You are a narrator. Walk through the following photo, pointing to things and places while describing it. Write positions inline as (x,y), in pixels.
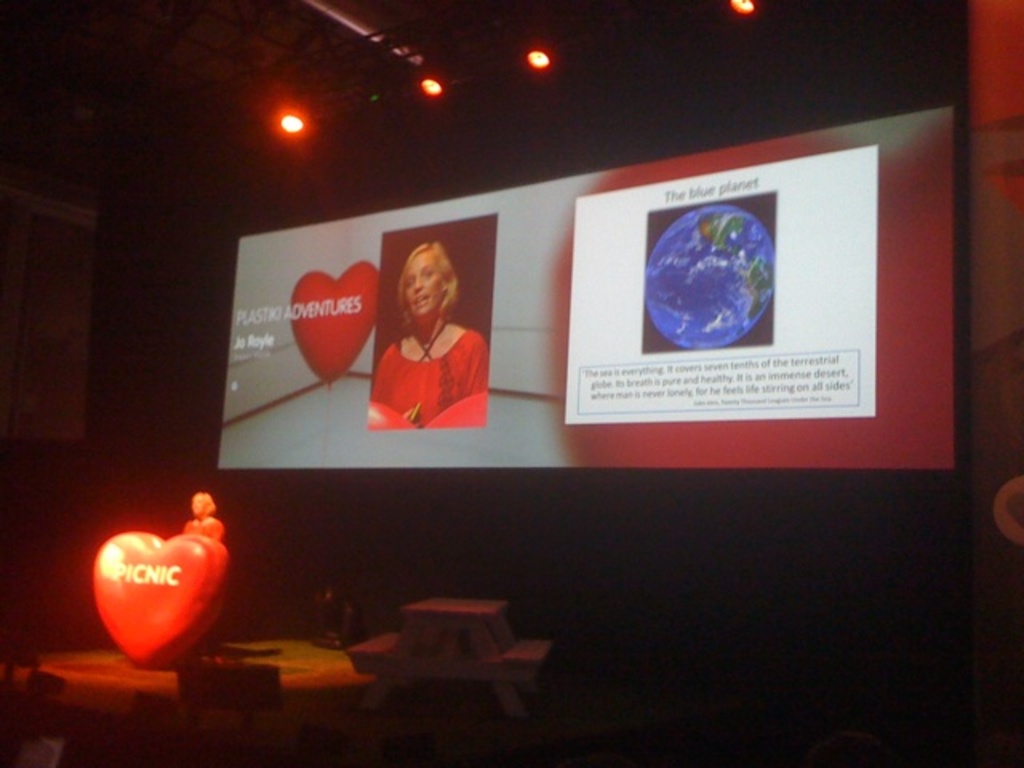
In the center of the picture (679,420) there is a screen (516,187). At the top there are lights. On the left (126,609) there are bench (390,643), podium (163,579), women (200,521) and other objects (226,673).
